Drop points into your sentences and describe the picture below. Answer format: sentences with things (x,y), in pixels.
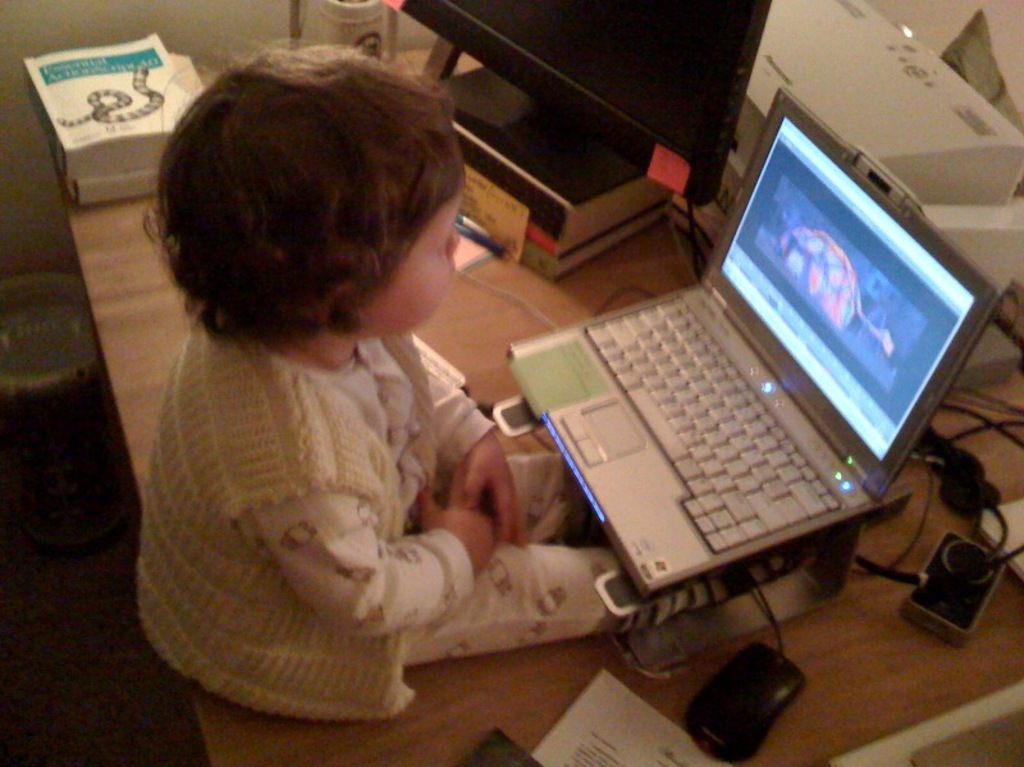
In this picture we can see a kid (466,455) is seated in front of the laptop (577,401) on the table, beside to the laptop (646,375) we can find a mouse (691,707), few books (555,227) and other things (625,41) on the table (934,534).
